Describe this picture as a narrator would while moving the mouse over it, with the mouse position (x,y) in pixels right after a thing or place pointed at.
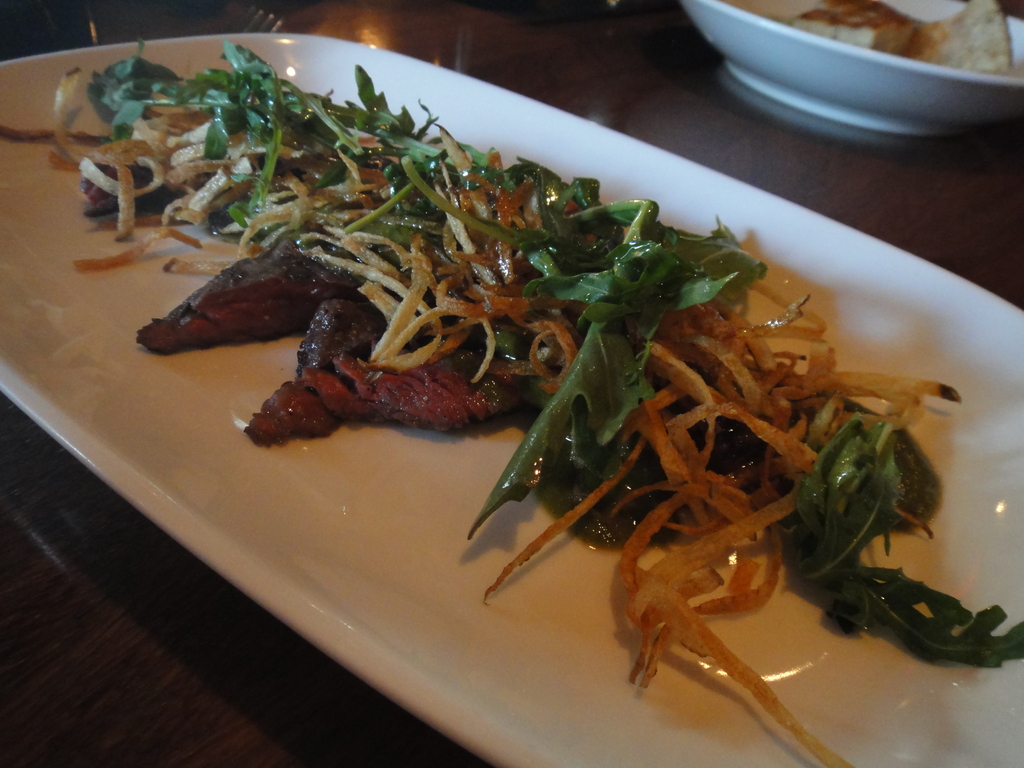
In this image we can see food (721,380) placed in a serving plate (838,368) and a serving bowl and are placed on the table (1001,214).
